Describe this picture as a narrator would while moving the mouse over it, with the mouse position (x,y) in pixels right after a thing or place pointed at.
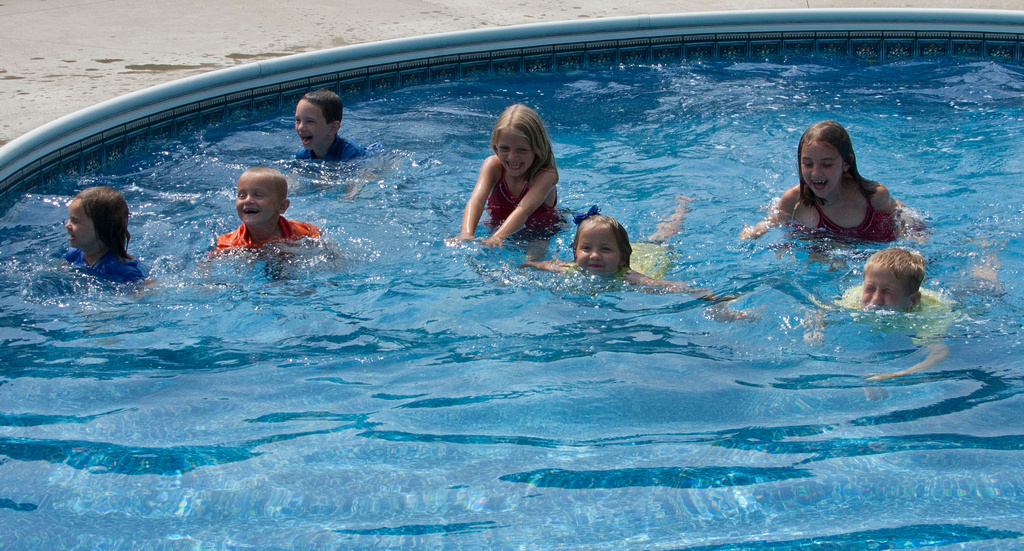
In this image I can see few persons (511,195) are in the water (482,261) which are blue in color and I can see they are in the artificial swimming pool (451,97). In the background (239,50) I can see the ground (316,46) which is cream in color.
